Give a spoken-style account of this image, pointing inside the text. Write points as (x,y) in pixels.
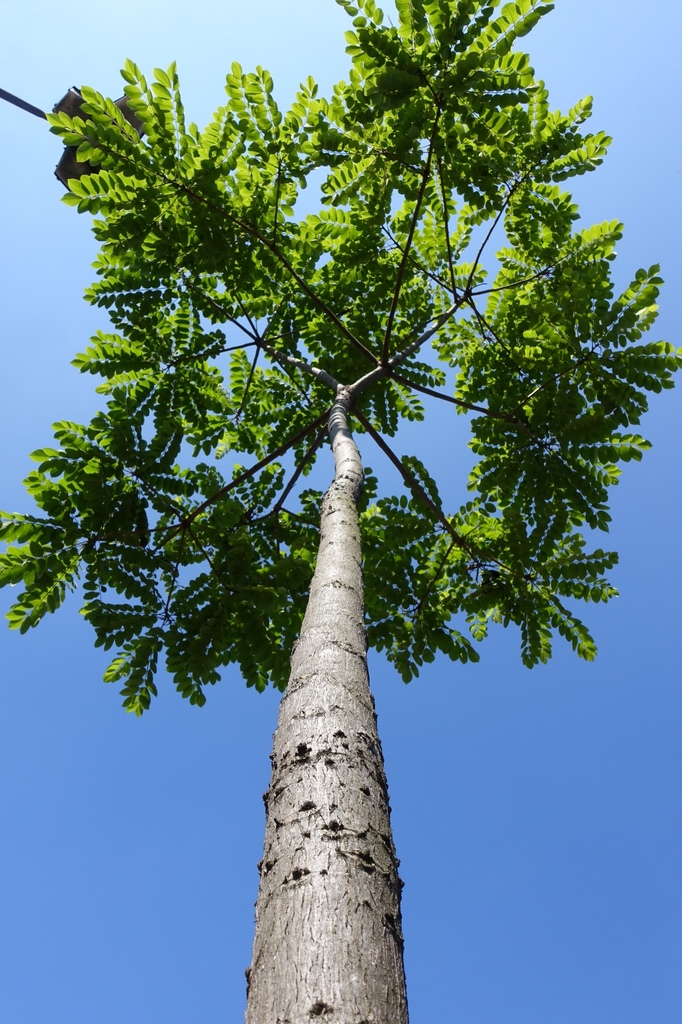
In this image in the center (328,366) there is one tree (340,780), and in the background (88,639) there is sky (514,705).
